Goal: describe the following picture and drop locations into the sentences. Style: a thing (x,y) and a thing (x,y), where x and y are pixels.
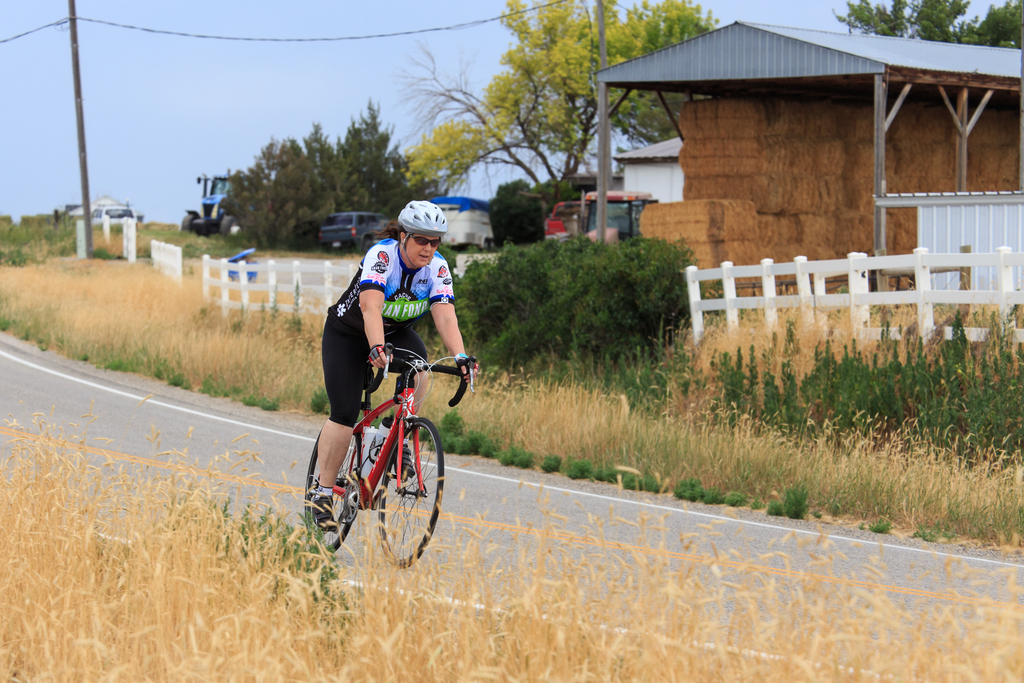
In this image in the center (361,296) there is one person (401,304) who is sitting on a cycle (344,531) and riding, and at the bottom of the image (486,632) there are plants (529,602) and walkway (103,420). And in the background (868,260) there is a fence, houses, vehicles (475,203), trees (352,203), pole (79,86), wires (67,19) and some plants (122,300) and at the top (181,94) there is sky (252,55).
